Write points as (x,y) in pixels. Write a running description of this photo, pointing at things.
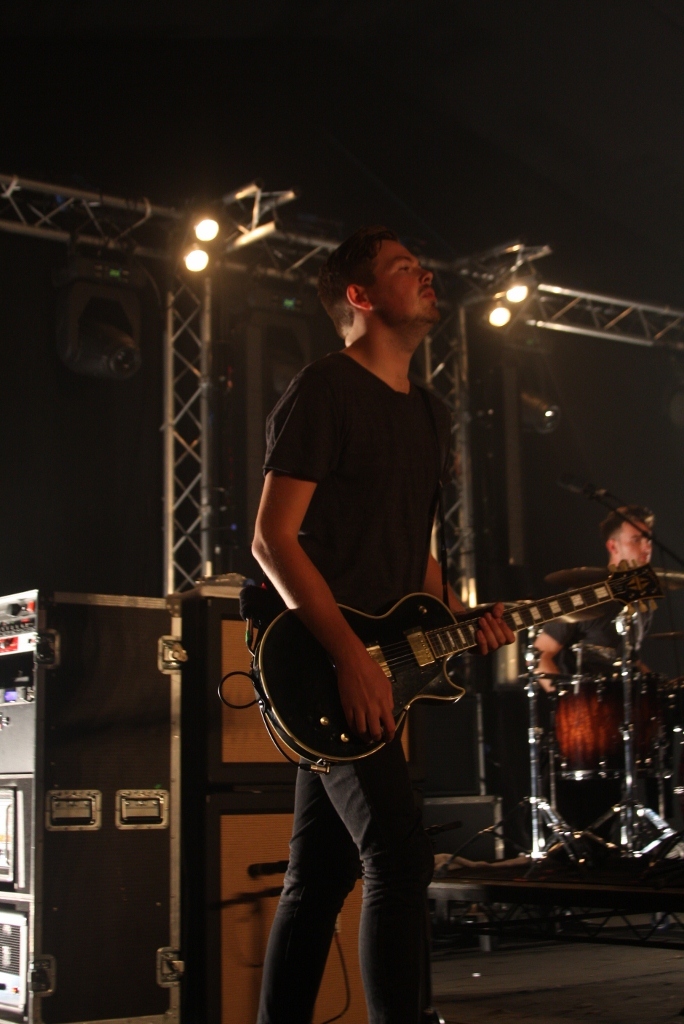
In the center (346,602) we can see one person (355,530), he is playing guitar (326,652). And coming to the background (625,557) we can see some musical instruments (589,570) along with one person (616,555). And on the top (510,289) we can see lights (189,267).
